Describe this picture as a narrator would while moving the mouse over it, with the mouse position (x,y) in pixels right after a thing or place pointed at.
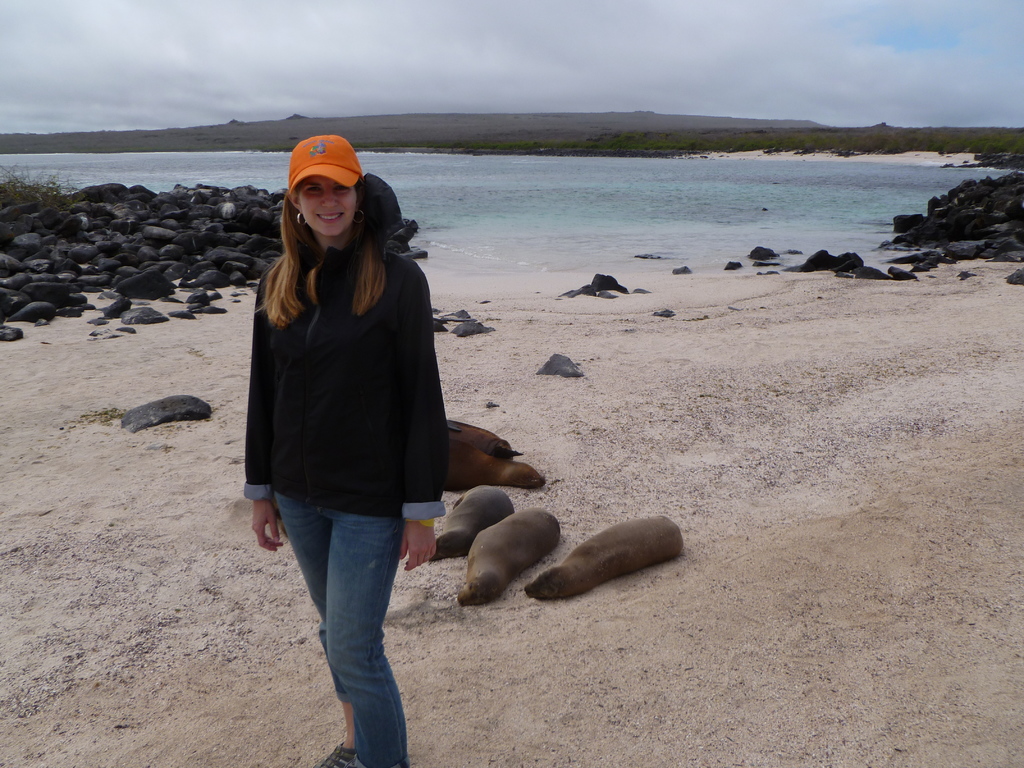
A person (309,339) is standing wearing an orange cap (334,174), black jacket (315,334). There are stones (141,244), plants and water (787,203).
